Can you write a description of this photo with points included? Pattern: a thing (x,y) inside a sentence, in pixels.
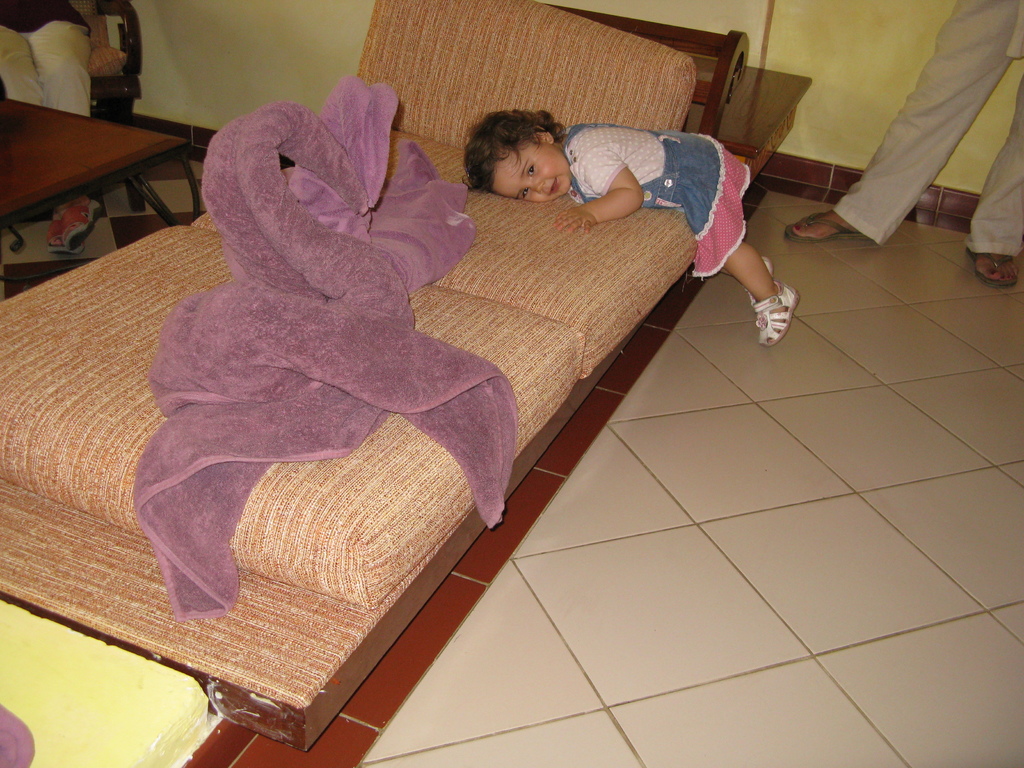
Here in this picture we can see a child (757,255) laying on a bed (72,559), which is present on the floor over there and we can also see a bed sheet (404,193) on that over there and on the right side (974,58) we can see a person (985,49) standing over there and on the left side (91,130) we can see a table (142,153) and a chair (120,100) present and we can also see a person (61,58) present over there.
